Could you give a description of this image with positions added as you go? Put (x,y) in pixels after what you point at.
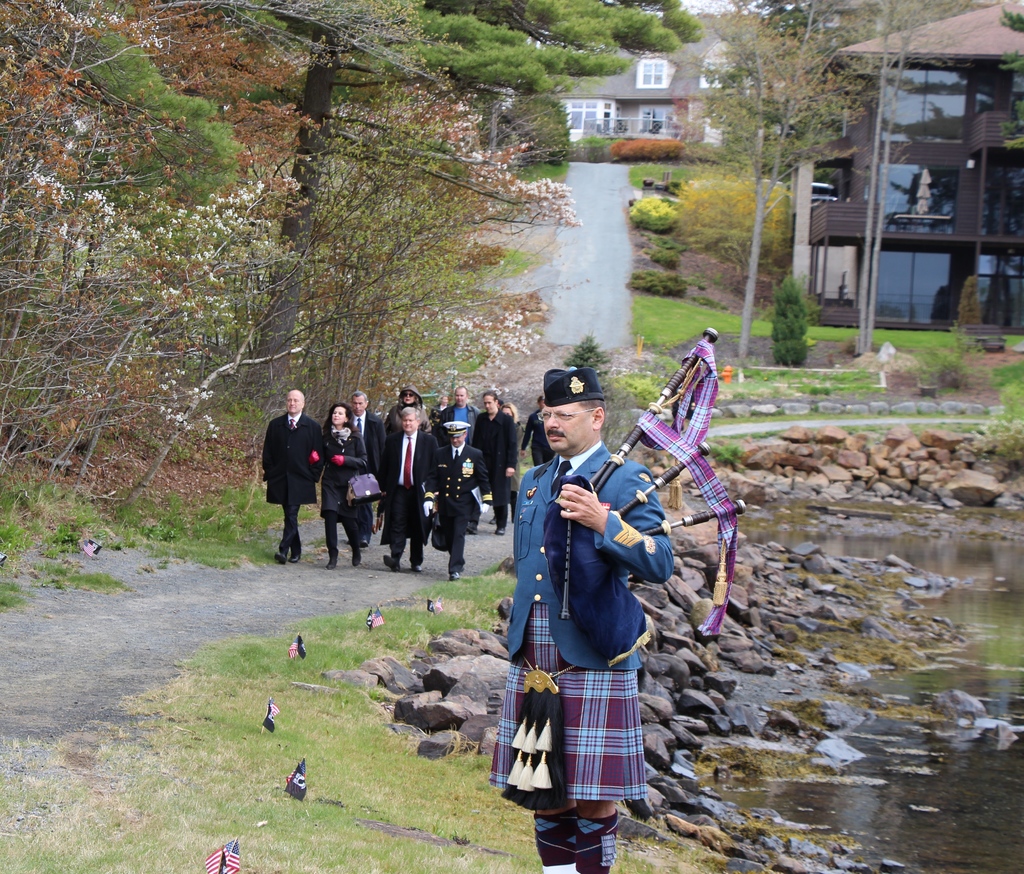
In this image, we can see some trees (395,46) and plants (747,264). There is a person (594,673) at the bottom of the image (610,751) standing and holding a musical instrument (589,563) with his hand (575,515). There are group of people (416,404) walking on the road (140,631). There is a lake (965,568) in the bottom right of the image (958,814). There are roof houses (946,76) in the top right of the image (924,42).
